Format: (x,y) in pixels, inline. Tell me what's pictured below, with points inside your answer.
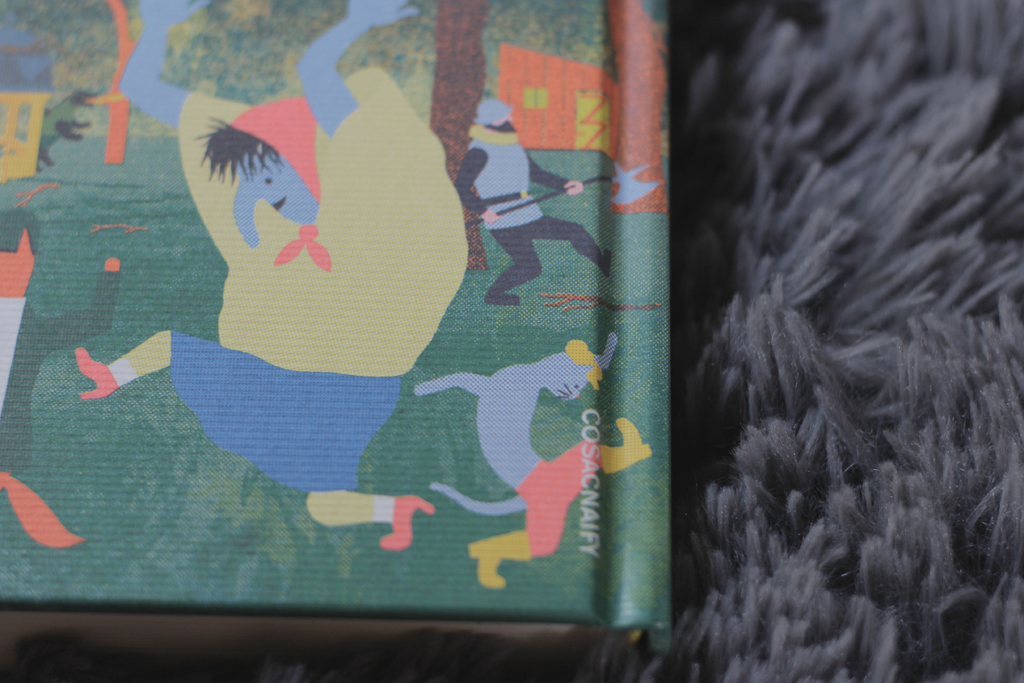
In this image we can see a book (574,420) placed on the mat (838,382).
